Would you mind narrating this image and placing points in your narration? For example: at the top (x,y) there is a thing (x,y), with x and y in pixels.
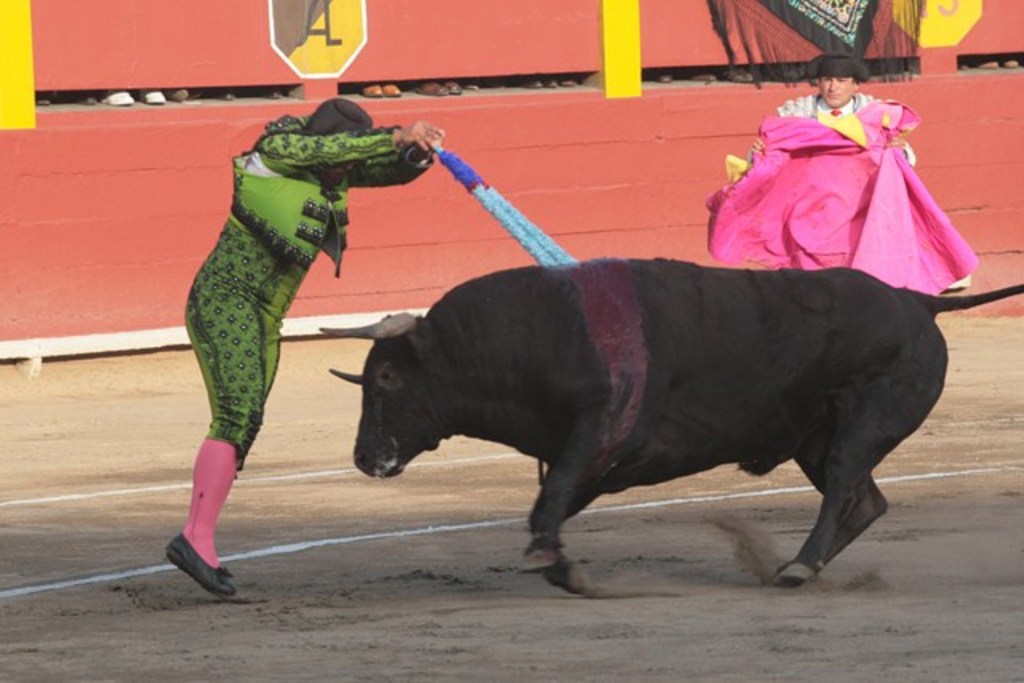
This image is clicked outside. There are two persons (274,250) in this image. There is an animal (475,355) in the middle (456,398). It is in black color. A person (232,419) is pushing that animal (434,322) with some stick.
